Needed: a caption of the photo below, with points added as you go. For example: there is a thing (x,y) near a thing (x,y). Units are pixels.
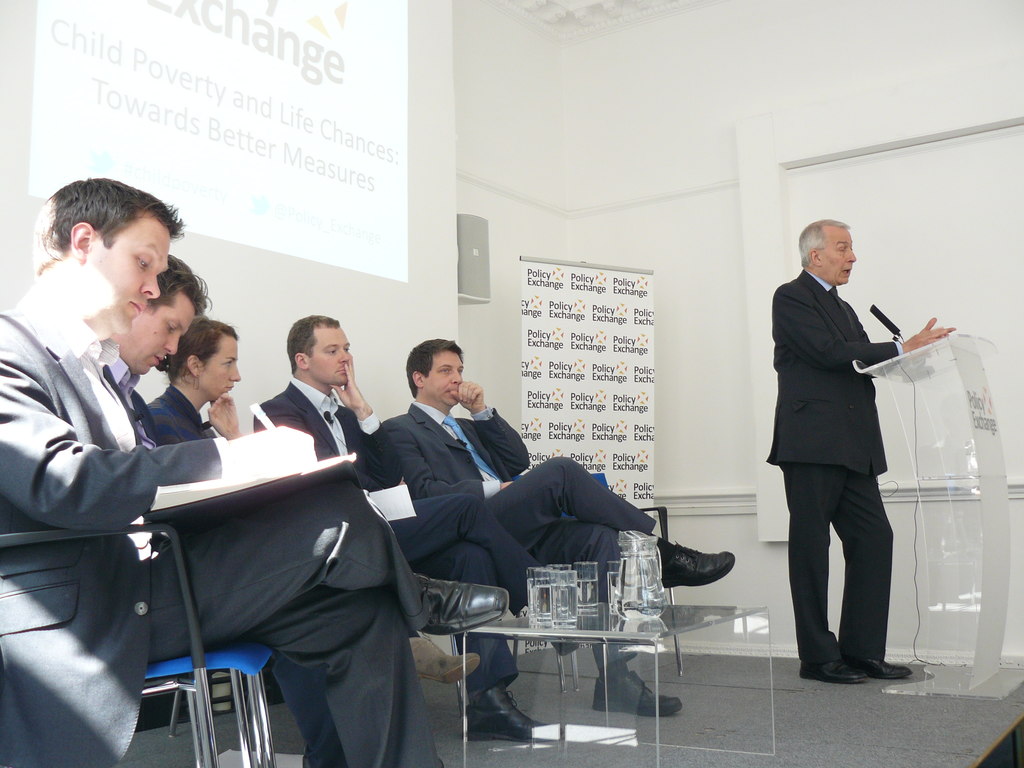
in this picture we can see a group (585,477) in the room (908,520) and sitting on the chair (234,666) wearing a black coat (438,442) with blue tie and white shirt (330,424) and behind them there is a projector screen (314,221). A person (817,546) in front is giving a speech wearing black coat (817,387) and shoe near the speech desk (940,546) and in the center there is a table (586,637) on which water glasses (553,607) and jar (645,607) is placed.
